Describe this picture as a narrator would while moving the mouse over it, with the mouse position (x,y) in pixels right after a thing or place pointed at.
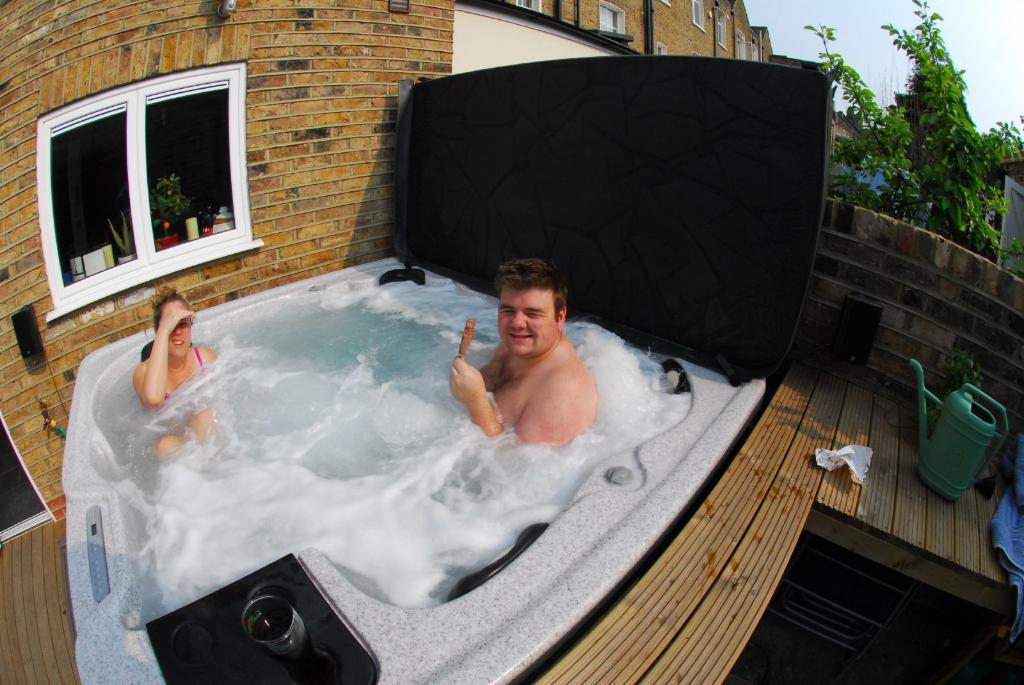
In this image there are persons (202,363) in the water (315,370). In the front (265,637) there is a glass (280,631) on the object (258,662) which is black in colour and there is can (964,444) which is green colour, there is a towel (1013,543). In the background (316,91) there are buildings (658,51) and on the right side (906,137) there are trees (969,151) and there is a window (154,244), behind the window (66,236) there are objects (111,230) which are green and white in colour and in the front (851,466) there is an object (853,464) which is white in colour.
